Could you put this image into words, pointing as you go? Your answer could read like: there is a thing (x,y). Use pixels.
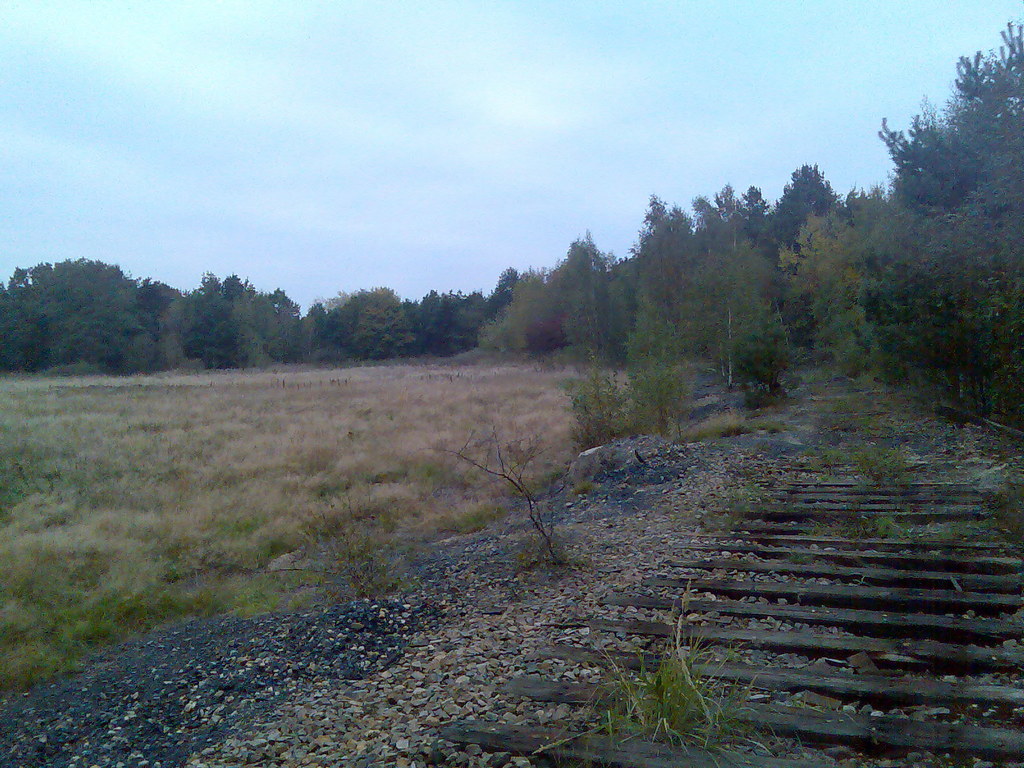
In this image we can see some stones (420,554), trees (735,298), plants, wooden sticks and grass (517,365). In the background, we can see the sky (512,63).
